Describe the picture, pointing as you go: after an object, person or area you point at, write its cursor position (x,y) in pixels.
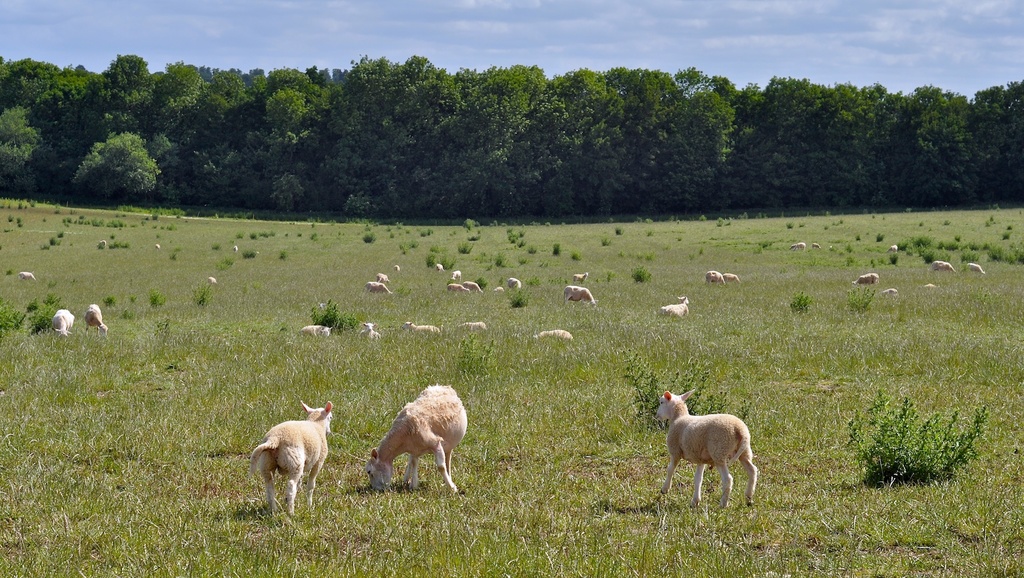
In the middle of the image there are some animals (32,277). Behind the animals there is grass (562,223). In the middle of the image (360,199) there are some trees (1004,153). Behind the trees (756,110) there are some clouds (918,8) and sky (266,48).
